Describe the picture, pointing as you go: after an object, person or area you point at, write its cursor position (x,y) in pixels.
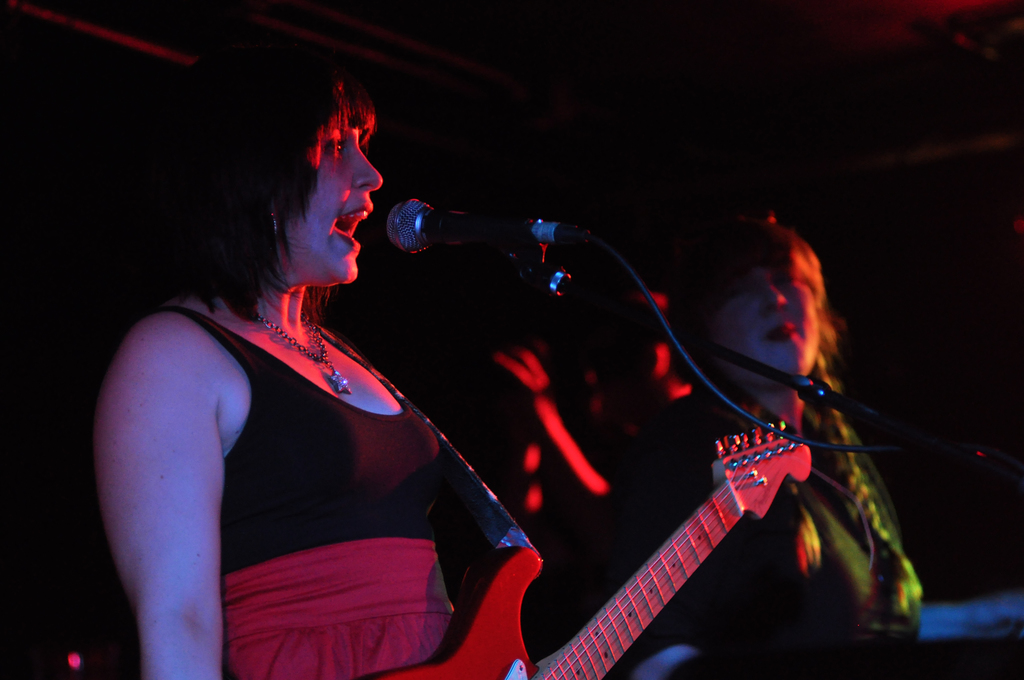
In this image there are group of musicians (311,298). Woman (290,396) at the left side (320,443) is standing and singing in front of the mic (476,238) holding a musical instrument (653,586) along with her. At the right side (790,408) the person (813,436) is seen standing.
